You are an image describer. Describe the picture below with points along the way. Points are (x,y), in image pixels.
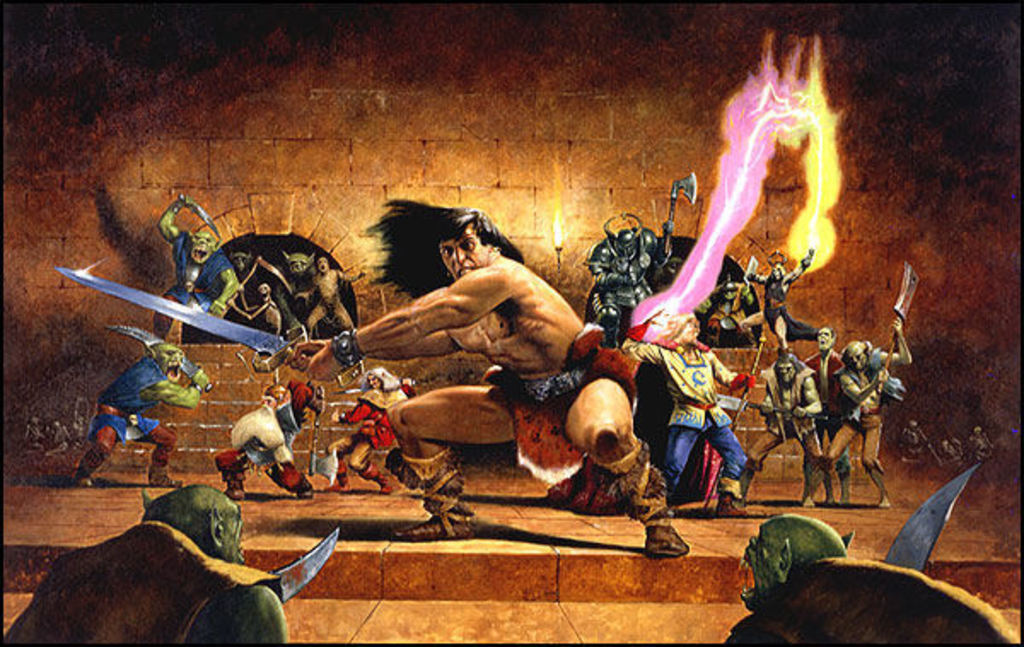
This is animated picture, there are people (172,240) holding weapons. In the background (457,100) we can see wall (376,65) and steps (196,447).
